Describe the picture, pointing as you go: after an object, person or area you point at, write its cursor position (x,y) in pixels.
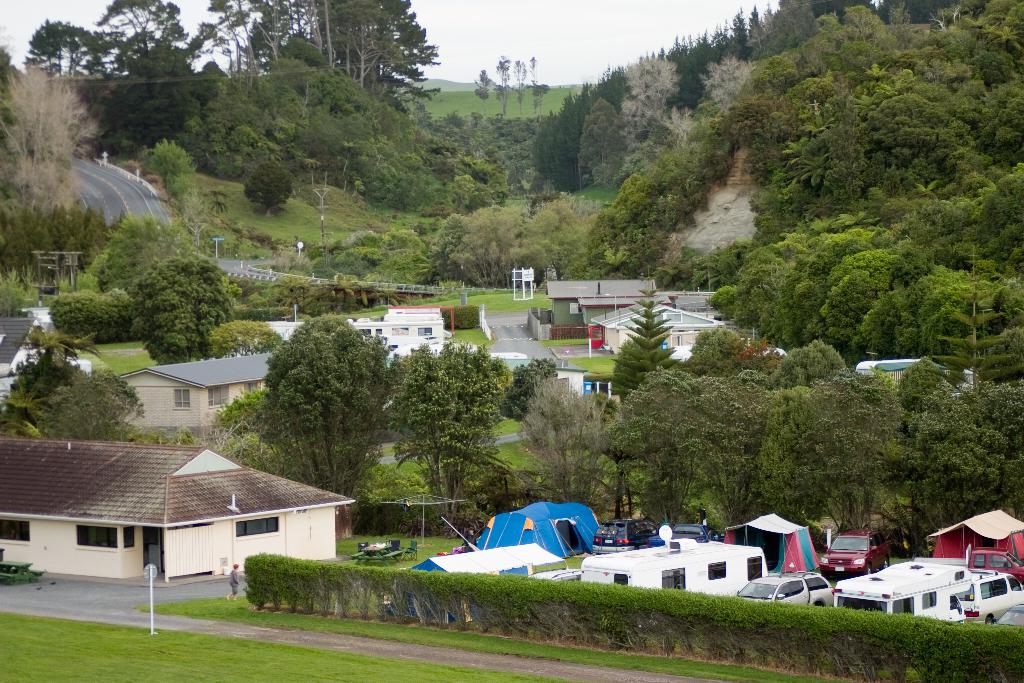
In this image there are tents (537,516), vehicles (697,588), road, houses (215,375), poles (452,527), trees (472,277), and in the background (647,25) there is sky (552,11).
